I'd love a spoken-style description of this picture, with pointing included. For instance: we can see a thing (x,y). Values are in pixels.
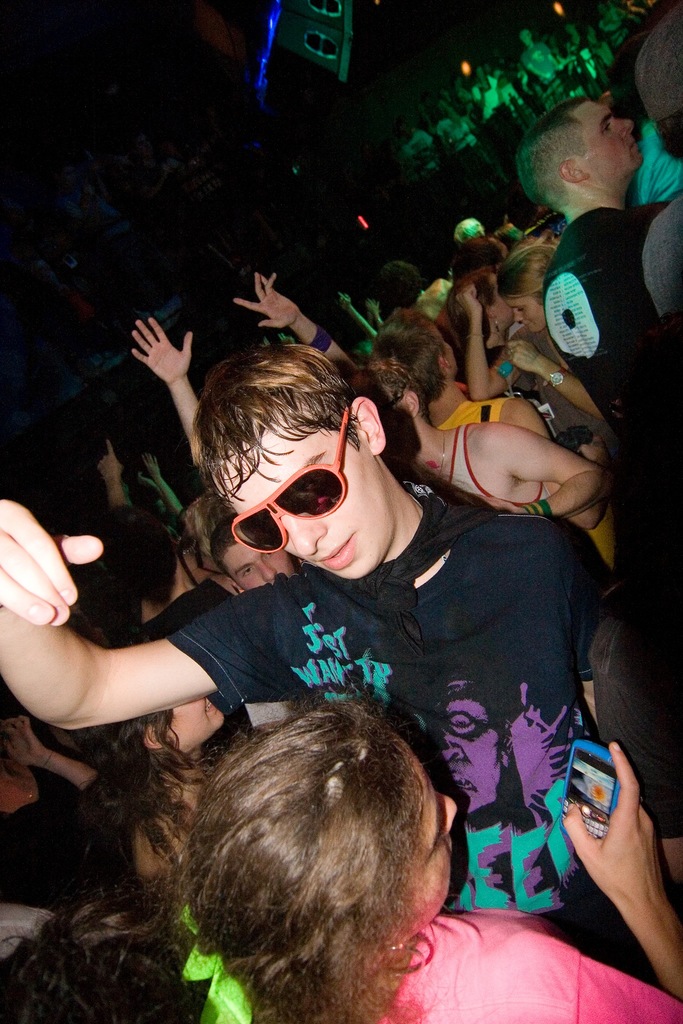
In this picture there is a man (370,490) who is wearing spectacle (309,511) and t-shirt (509,715). In front of him there is a woman (427,959) who is looking in the mobile phone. In the back (552,371) I can see many peoples (590,336) were dancing. In the top right corner (490,100) I can see some people (500,84) were standing In the top left corner (49,126) I can see the darkness (49,126).
